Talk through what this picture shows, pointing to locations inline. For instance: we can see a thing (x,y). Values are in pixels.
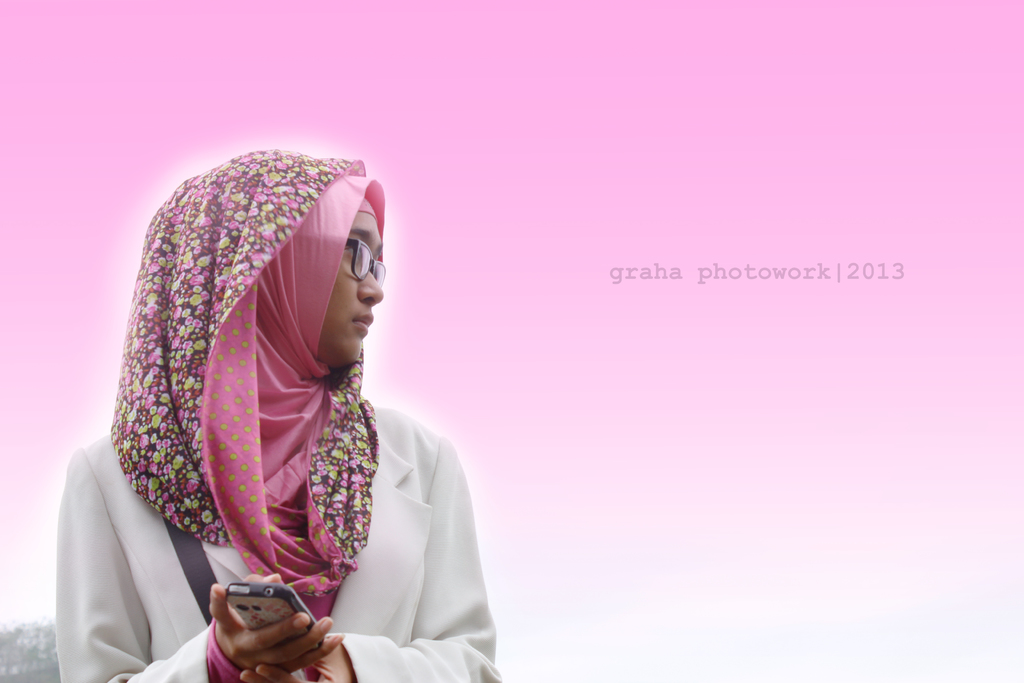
This is an edited image. On the left side (221,491) I can a woman (411,538) wearing a white color dress (411,560) and pink color scarf (244,409) on head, holding a mobile (258,587) in her hand (263,576) and looking at the right side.
